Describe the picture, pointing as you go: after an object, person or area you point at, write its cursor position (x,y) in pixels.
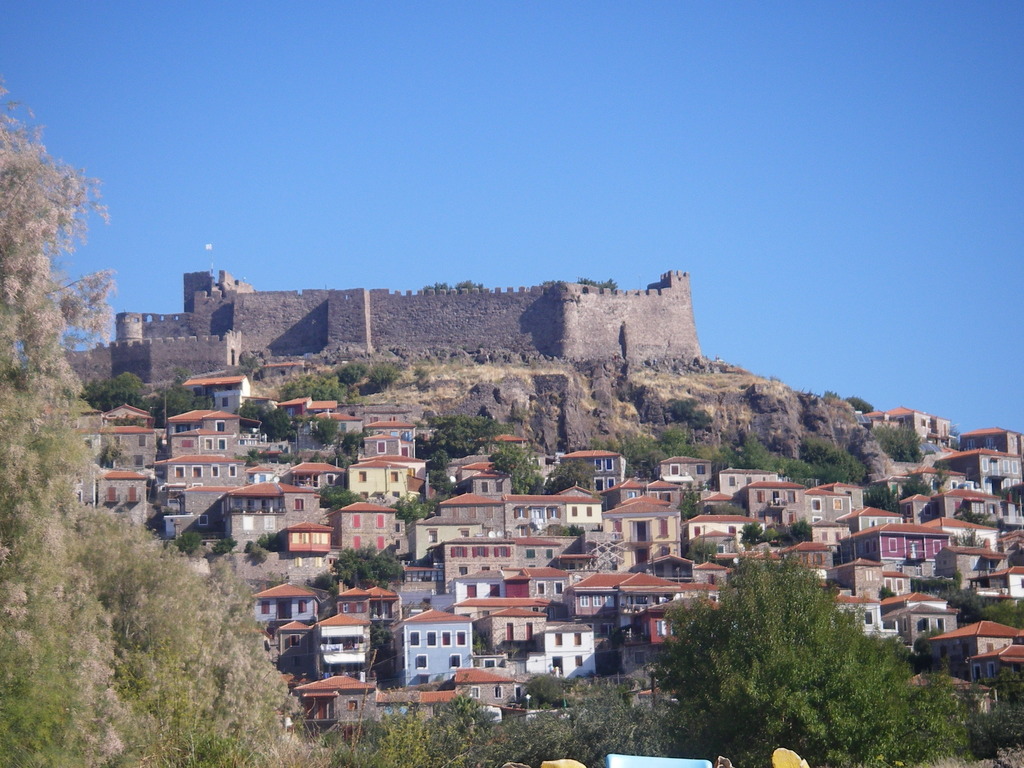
In this picture I can see the trees (704,672) in front (10,683) and in the middle of this picture (349,378) I see number of buildings (570,458) and few more trees (651,450). In the background (299,139) I see the clear sky (696,147).
